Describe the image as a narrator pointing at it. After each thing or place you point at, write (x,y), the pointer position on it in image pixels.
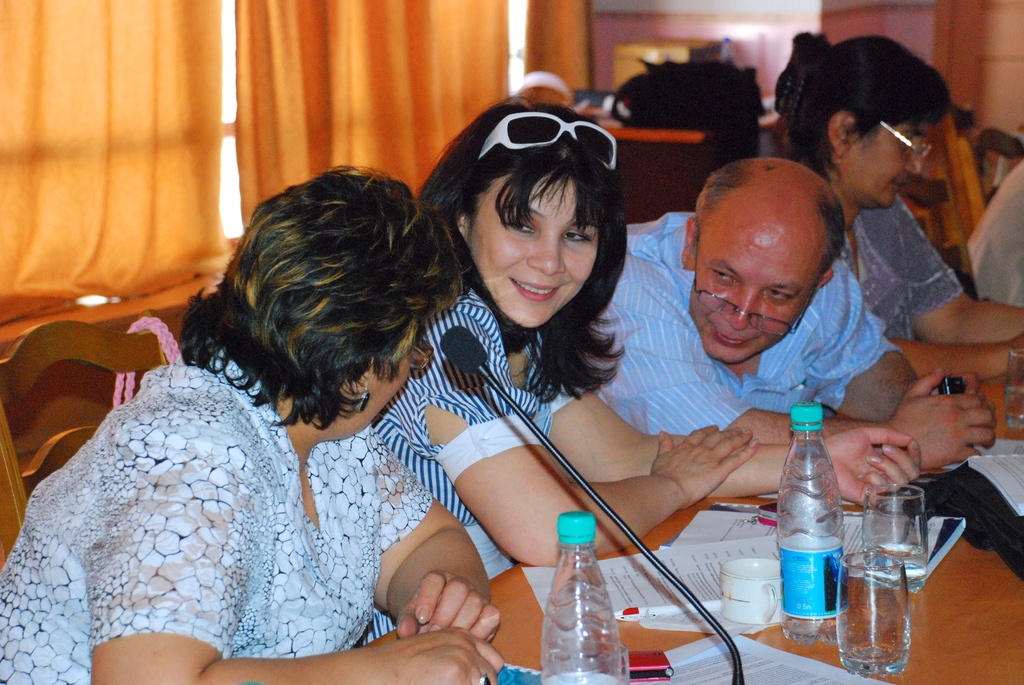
In this image we can see a group of persons (419,313). In front of the persons (419,634) we can see group of objects (787,554) on a surface (767,630). Behind the persons (334,403) we can see a chair (17,362), curtains (366,83) and a wall (626,39). There are few objects (663,80) on a table (687,164).
